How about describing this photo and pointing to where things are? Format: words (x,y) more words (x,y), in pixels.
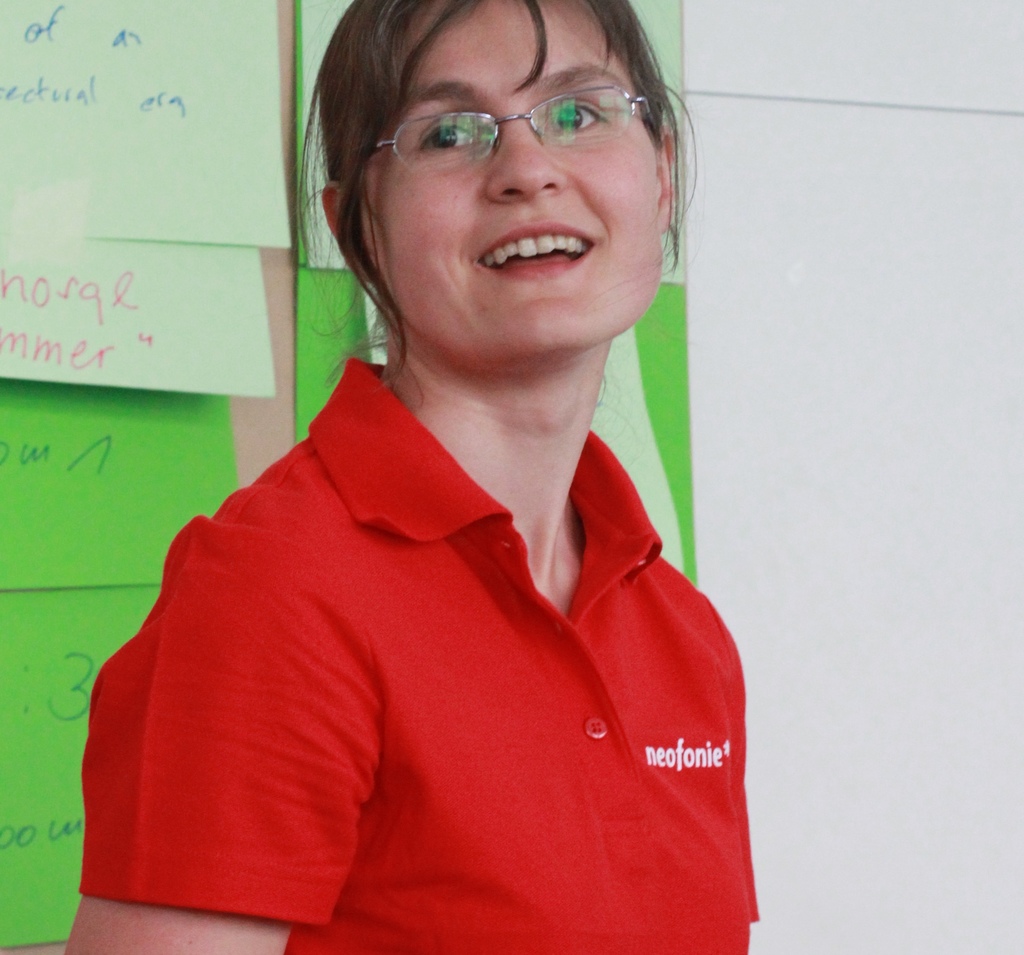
In this image we can see a person (530,405) standing near the wall (712,454). And we can see the pages (182,381) with text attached to the wall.
